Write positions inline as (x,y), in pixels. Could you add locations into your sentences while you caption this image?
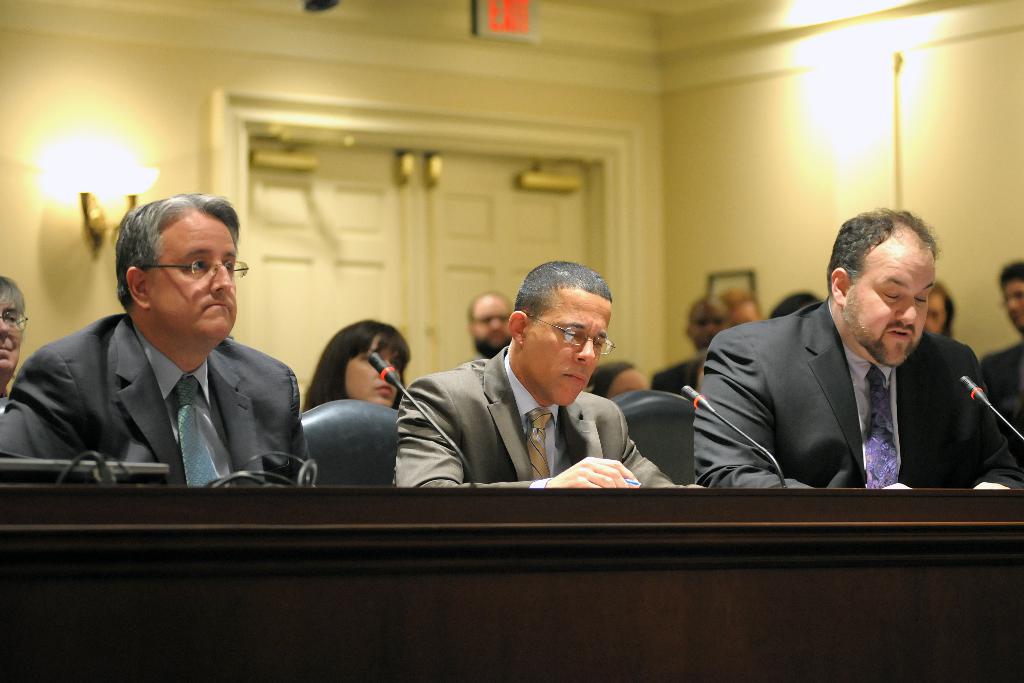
In this image there are a few people (424,468) seated on chairs (307,439) are speaking on the mic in front of them on the table (15,639), behind them there are a few other people (716,309) seated in chairs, behind them there is a closed door (366,194) and there is a lamp (131,161) on the wall (578,112) with an exit symbol (488,26) on top of the door (349,193).
